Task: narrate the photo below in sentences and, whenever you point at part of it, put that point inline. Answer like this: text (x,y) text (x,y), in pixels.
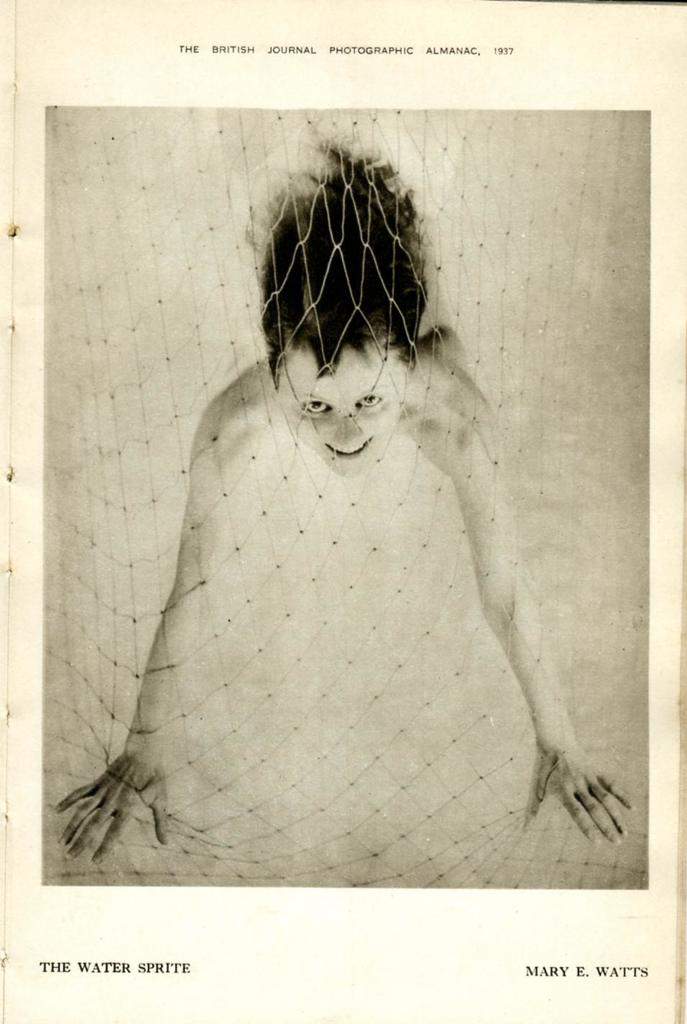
In this image I can see the person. In front (460,200) I can see the net (391,677) and the background (101,46) is in cream color.
